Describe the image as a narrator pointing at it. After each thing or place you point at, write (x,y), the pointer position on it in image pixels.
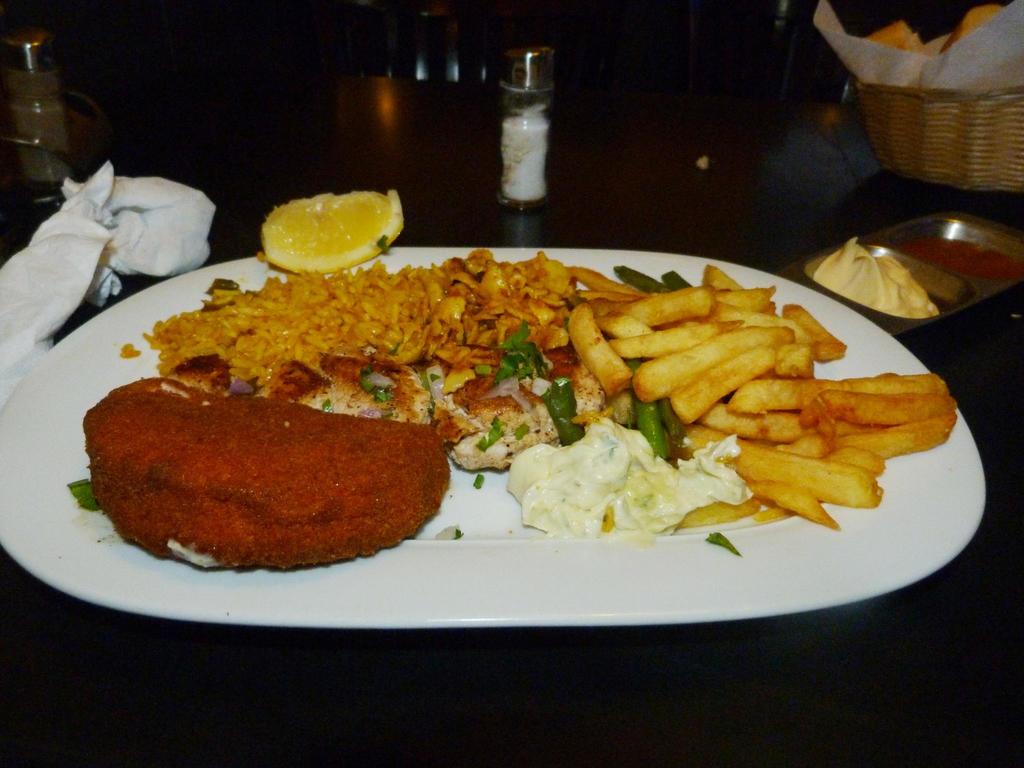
In the image we can see a plate (732,586), white in color. On the plate (680,607) we can see there are different food items (376,460), there is even a slice of lemon (319,254). This is a salt container (517,174) and a wooden basket (933,151).
